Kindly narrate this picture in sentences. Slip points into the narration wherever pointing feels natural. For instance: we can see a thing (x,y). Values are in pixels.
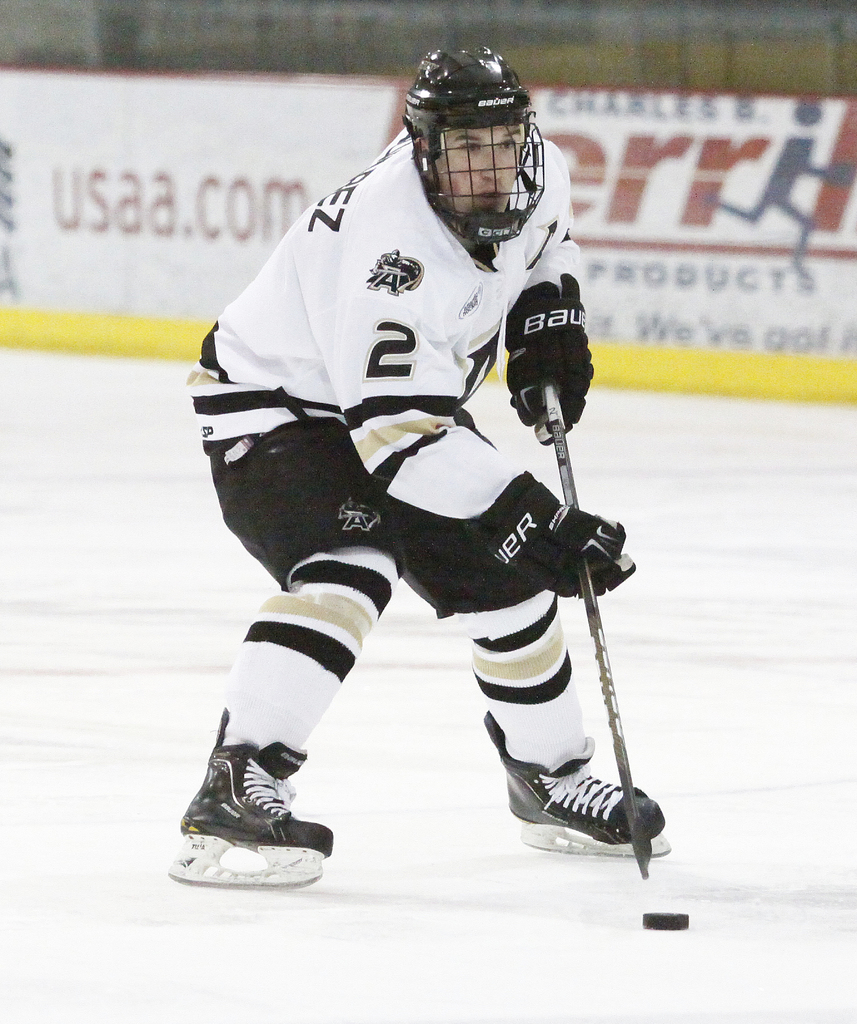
In this picture we can see a person (478,270) wearing a helmet (476,110), gloves (510,367), skating shoes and holding a stick (548,392) and playing ice hockey on the ice surface (612,451). In the background (122,154), we can see advertisement boards (177,219).
